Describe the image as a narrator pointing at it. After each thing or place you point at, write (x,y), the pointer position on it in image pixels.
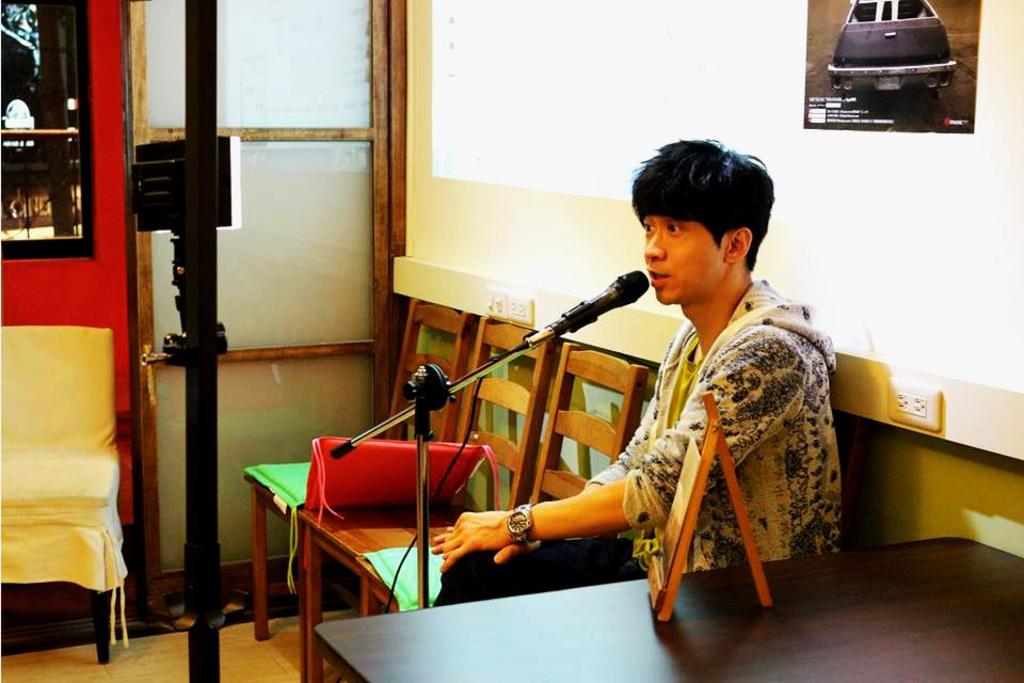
This picture shows the inner view of a room (494,150), one man (698,416) sitting on the chair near the wall (883,393) and talking. There are some chairs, one frame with images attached to the wall (117,294) on the left side of the image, one microphone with wire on a stand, one wooden object (672,559) looks like a frame (671,575) on the table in the bottom right side of the image (699,468), one black object (186,286) with pole (184,589), one door (177,404), one chair (91,423) covered with chair cloth (87,559) on the left side of the image (101,573), some objects (345,492) on the chairs (313,537), two switch board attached to the wall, one poster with text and images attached to the wall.
